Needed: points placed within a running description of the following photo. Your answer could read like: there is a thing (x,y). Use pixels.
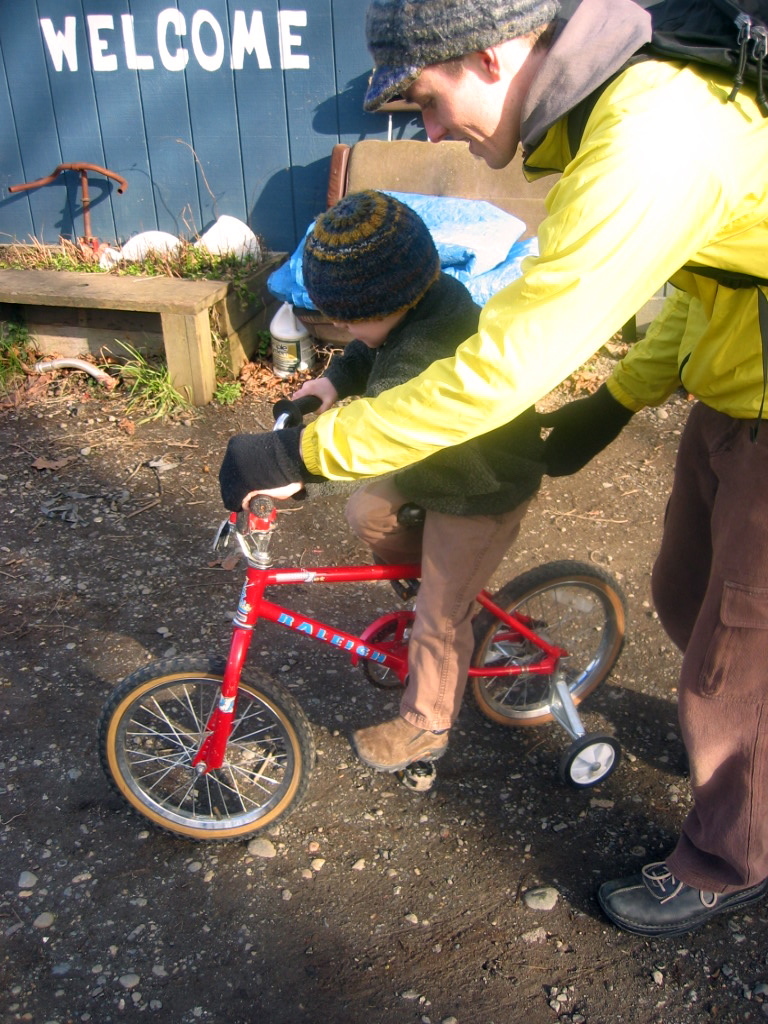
In this image there is a child (395,489) sat on the bicycle (171,738) and a person (403,439) holding the handle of that bicycle (115,734). In the background (216,109) there is a wall (159,214) with some text (104,64) and there are benches (5,282), on which there is some grass (31,258), there are dry leaves (12,349) on the surface (127,568).
